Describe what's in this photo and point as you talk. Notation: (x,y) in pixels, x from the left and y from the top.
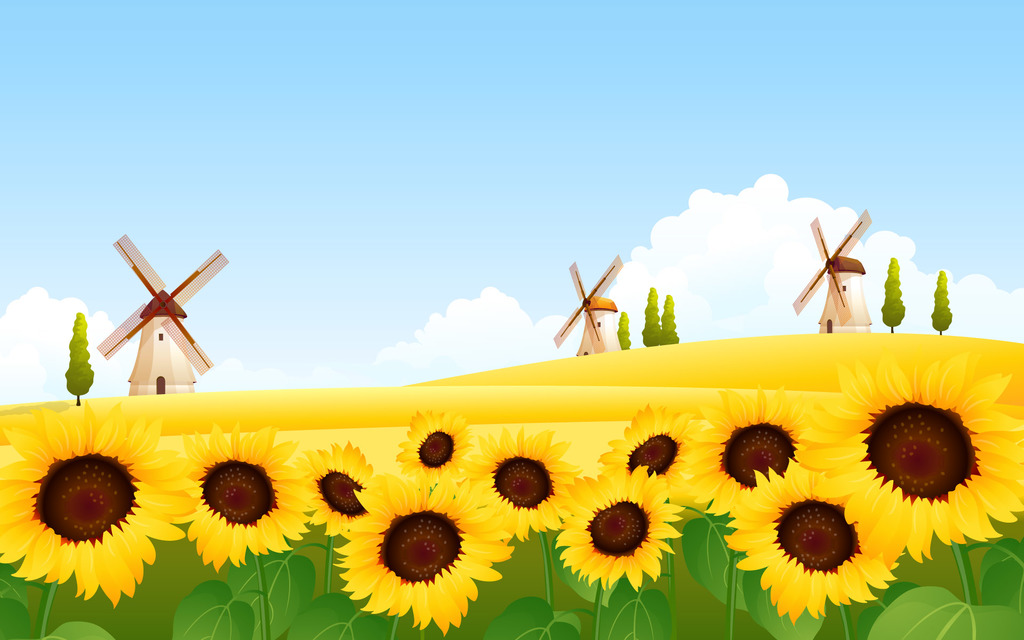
This image is an animated image. At the bottom of the image (208,518) there are a few plants (934,622) with many sunflowers (346,484). At the top of the image (354,204) there is a sky (399,269) with clouds (482,306). In the middle of the image (605,323) there are three windmills (564,326) and a few trees (73,368) on the ground (430,381).
